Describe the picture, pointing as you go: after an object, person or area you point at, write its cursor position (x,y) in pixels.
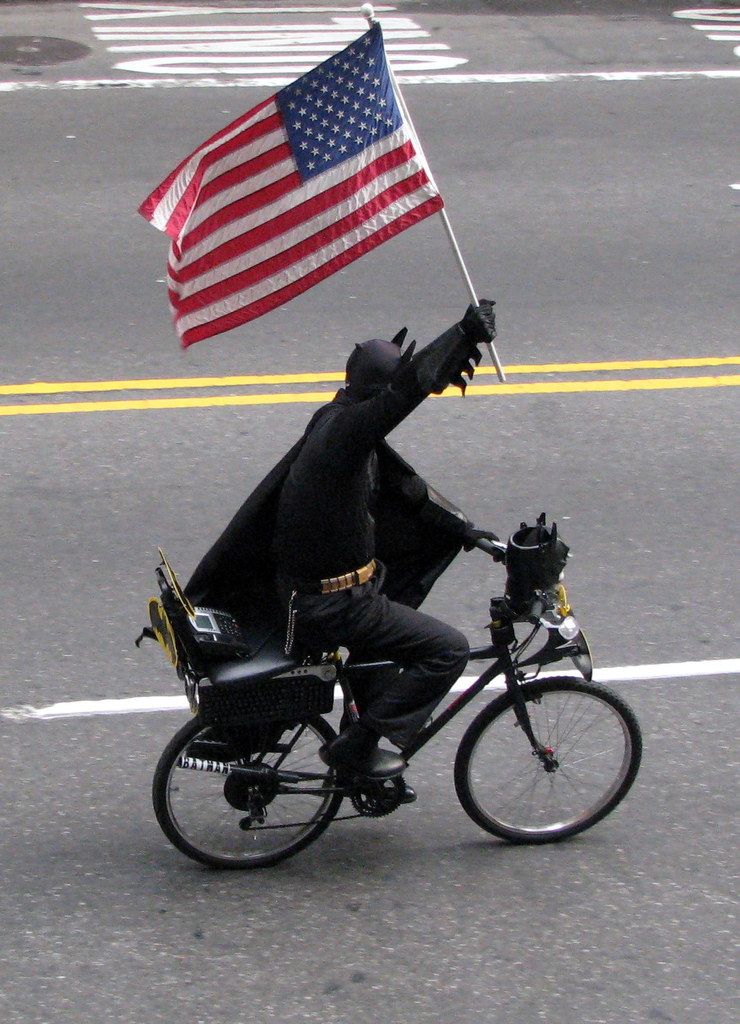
In the image there is a person (377,646) riding a cycle (501,659) in a batman costume (374,490) by holding a flag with his hand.
